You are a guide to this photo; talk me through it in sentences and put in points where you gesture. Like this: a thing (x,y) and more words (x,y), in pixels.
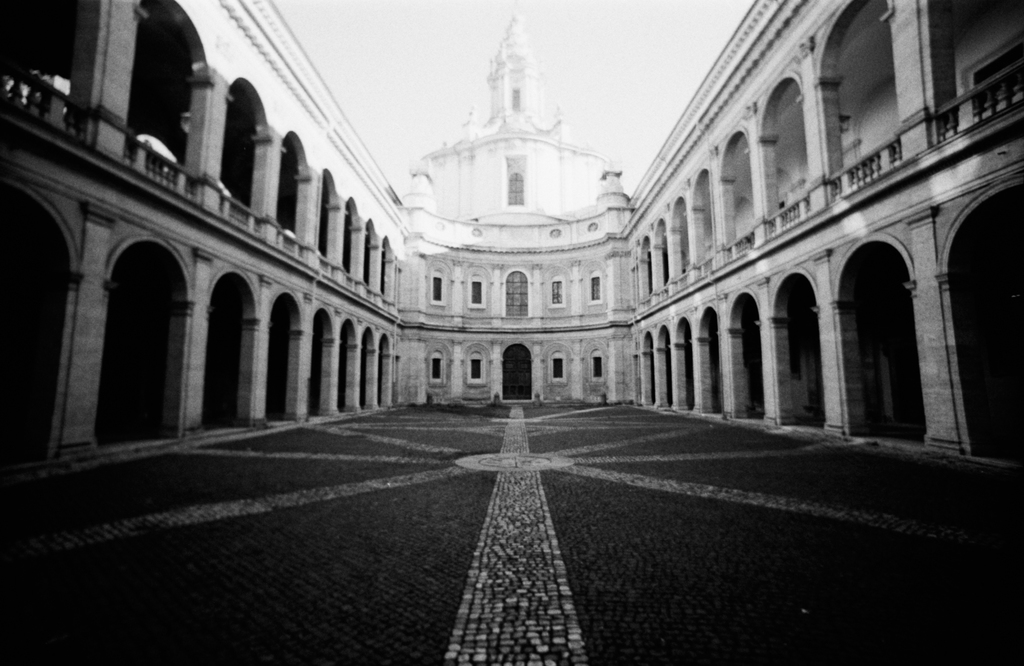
In this picture we can see a building (893,346) with windows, pillars (573,260), door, path (587,412) and in the background (446,64) we can see the sky (423,64).
